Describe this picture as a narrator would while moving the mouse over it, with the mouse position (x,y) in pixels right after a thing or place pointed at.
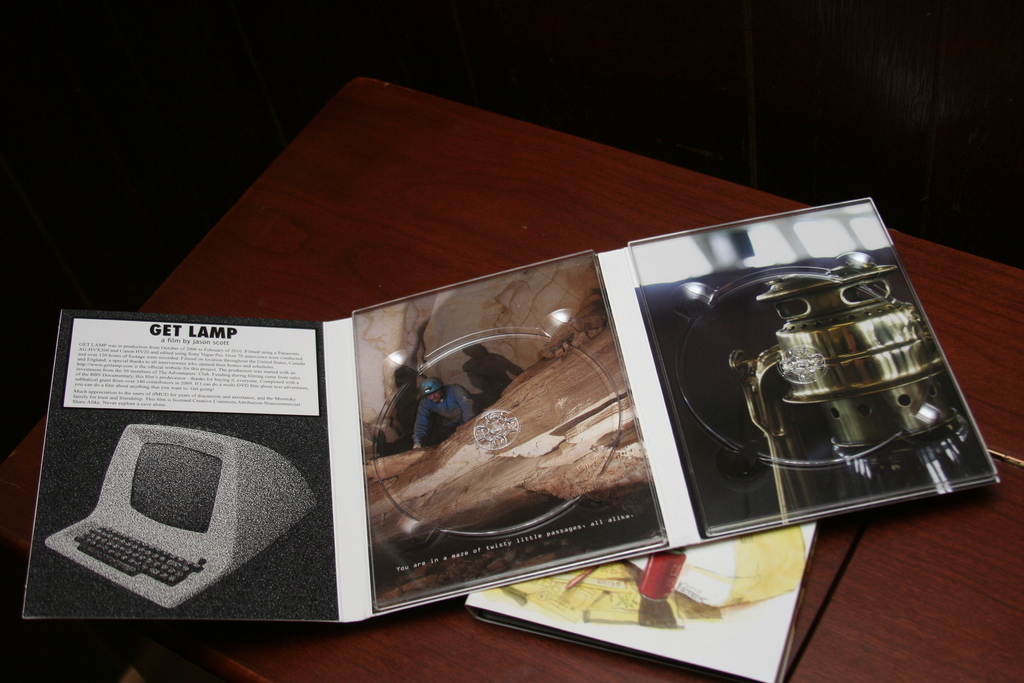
In this image, we can see card (405,572). On this card (387,546), there are few pictures (600,532). There are placed on the wooden table (580,225). Top of the image (130,138), there is a dark view (713,74).
